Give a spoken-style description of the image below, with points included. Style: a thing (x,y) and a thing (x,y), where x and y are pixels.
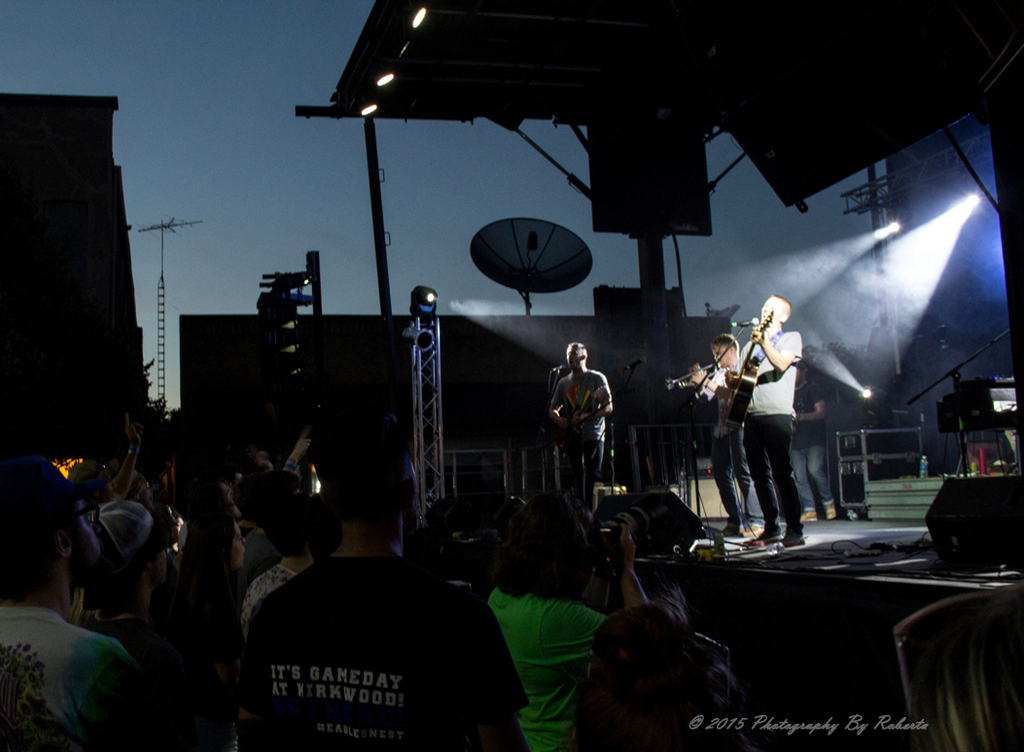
In this picture I can see few people (779,454) are playing musical instruments (752,386) in front of mike (736,323), in front (349,617) few people (212,606) are standing and watching among them some are holding cameras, some lights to the roof (600,94).
